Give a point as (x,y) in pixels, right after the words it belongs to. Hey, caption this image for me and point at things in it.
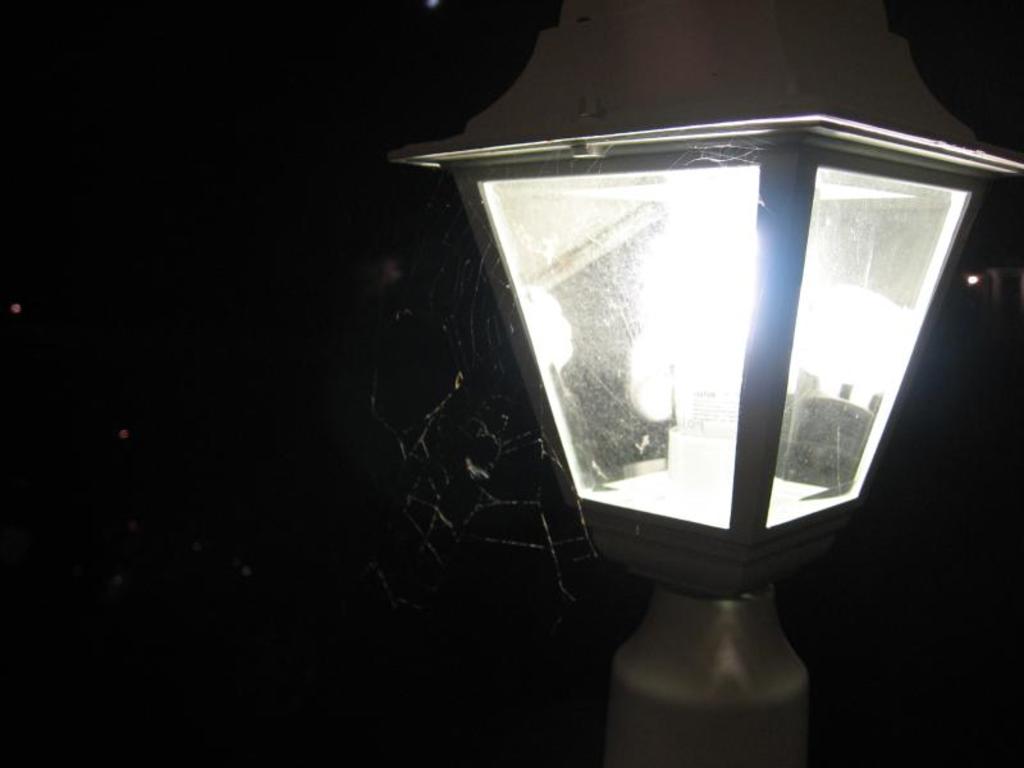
In this picture there is a lamp (710,428) and the background (60,244) is in black color.
